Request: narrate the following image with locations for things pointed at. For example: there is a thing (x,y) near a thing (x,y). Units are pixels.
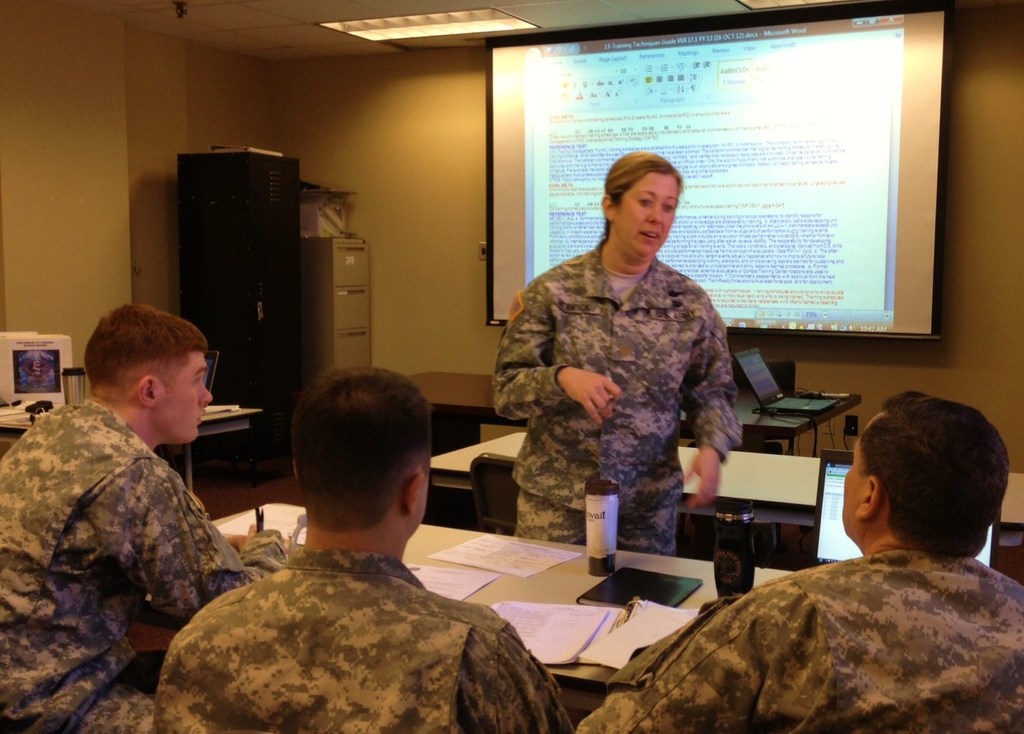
In this picture there are three men (788,690) sitting in front of the table (426,546) with some papers (549,631) placed on it. There is a woman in front of them and speaking. Behind her there is a projector screen (728,124) with some data (763,252) displayed on it.
